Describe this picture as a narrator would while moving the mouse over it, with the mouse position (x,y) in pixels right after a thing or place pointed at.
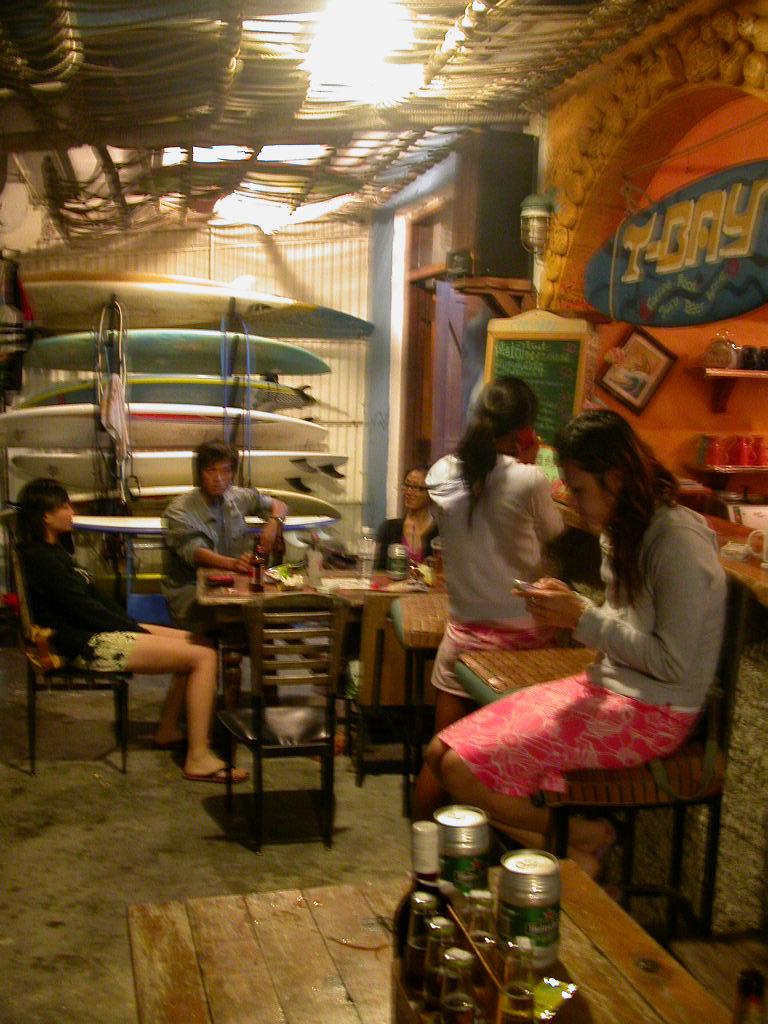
In this image I see 5 persons (53,496) in which 4 of them are sitting and another one is standing over here. I can also see chairs (368,685), tables (248,998) and there are few things (453,1023) on it.
